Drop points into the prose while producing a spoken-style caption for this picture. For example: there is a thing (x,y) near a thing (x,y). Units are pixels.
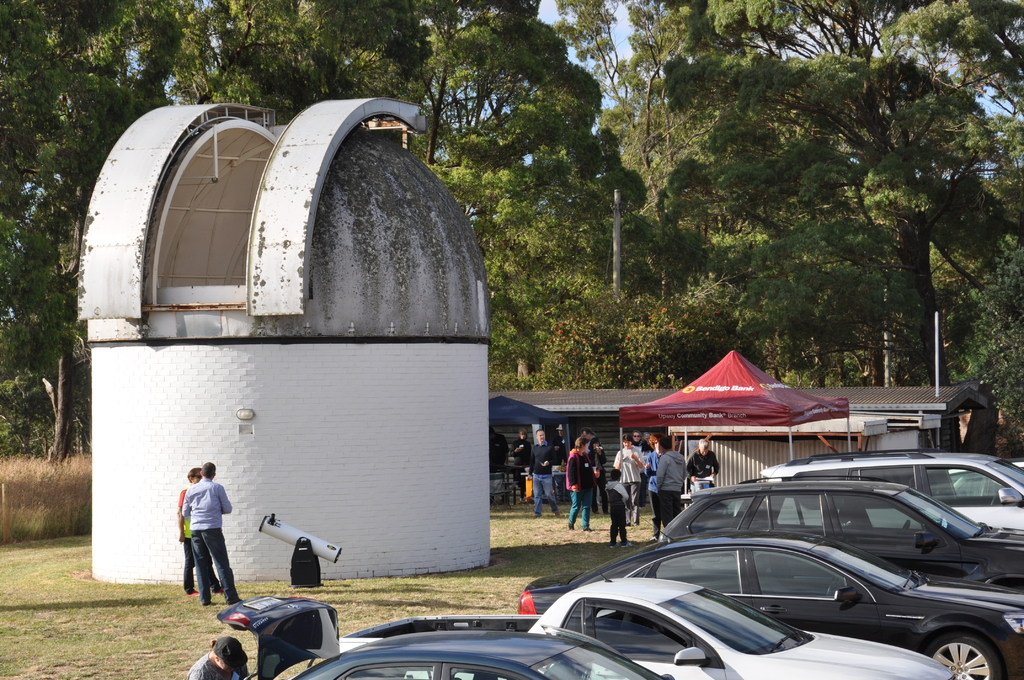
In this image I can see few vehicles (654,564), grass (18,619), number of trees (734,337), a red colour shade (701,387), few buildings (231,407) and here I can see few people (648,443) are standing. I can also see something is written over here.
